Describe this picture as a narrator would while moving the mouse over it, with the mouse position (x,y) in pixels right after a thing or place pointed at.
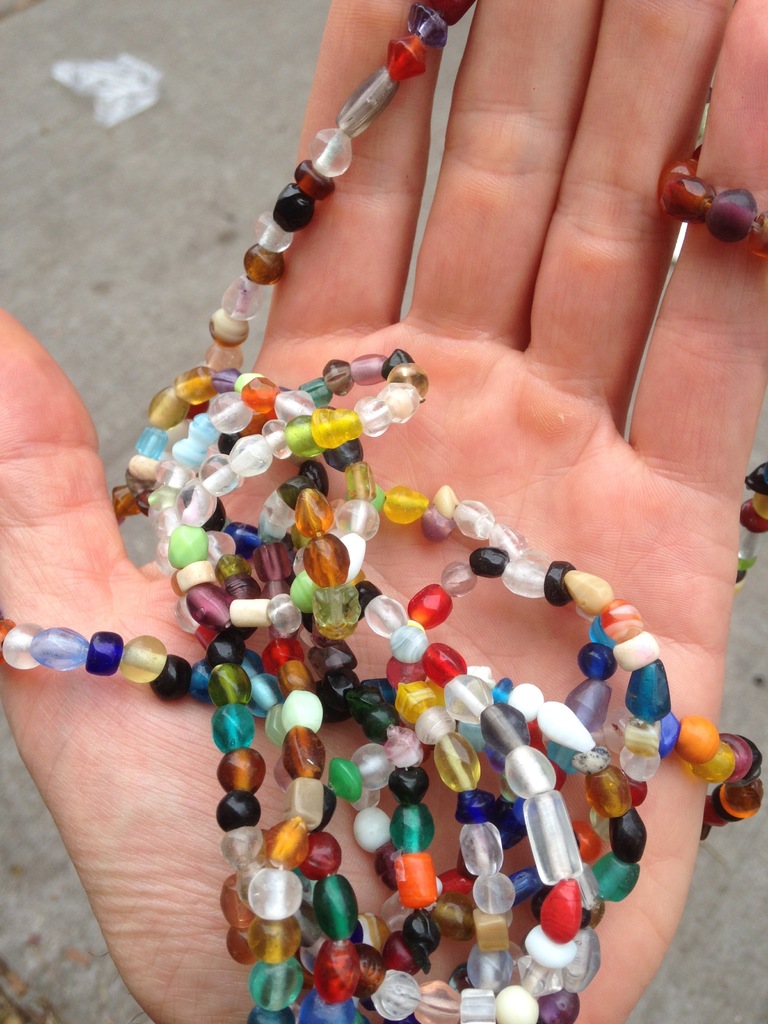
In the image there is a person (482,195) holding some chain (436,715) made up of beads (341,657) in the hand (268,800), the background of the hand (65,732) is grey.
